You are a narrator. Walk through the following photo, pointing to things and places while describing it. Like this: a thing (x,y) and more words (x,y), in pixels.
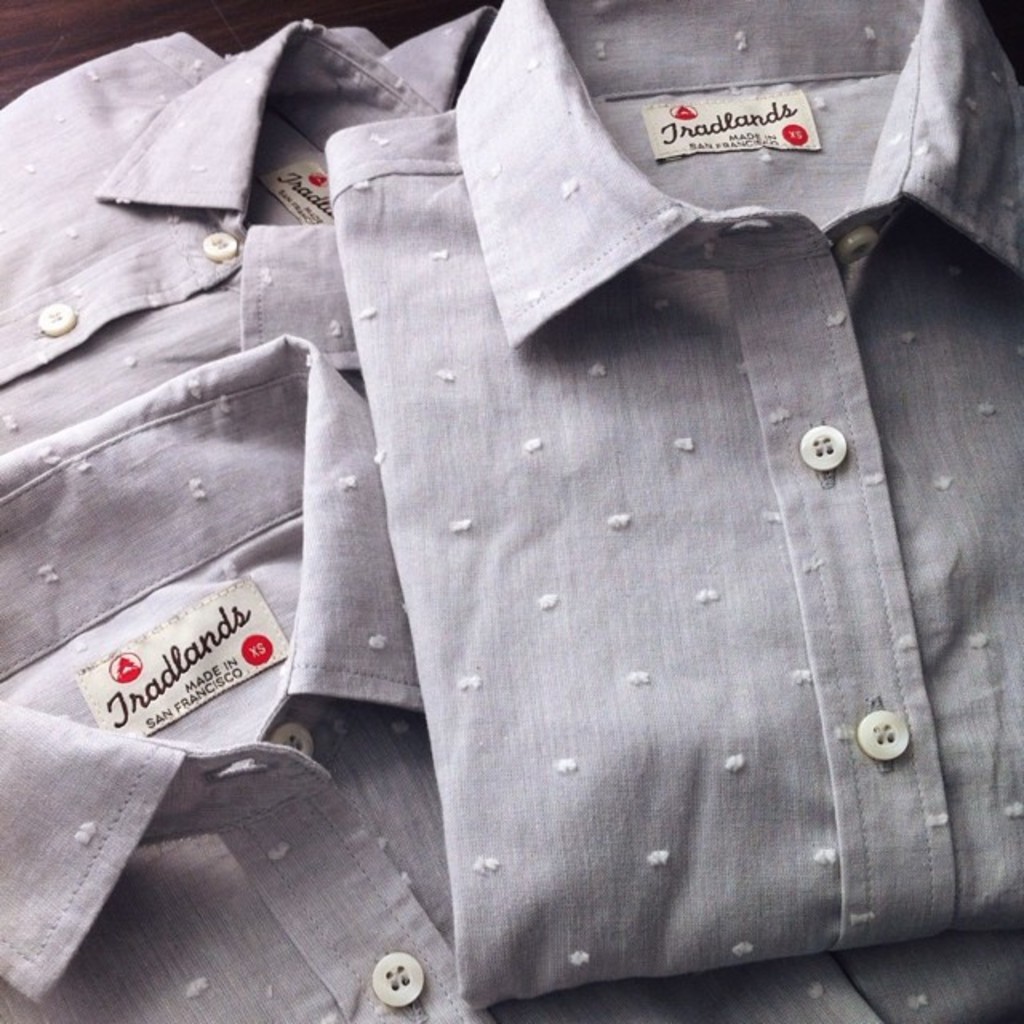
In this image I can see few grey colour shirts (379,560) and on these shirts (249,266) I can see tags (768,144). I can also see something is written on these tags (216,634).
